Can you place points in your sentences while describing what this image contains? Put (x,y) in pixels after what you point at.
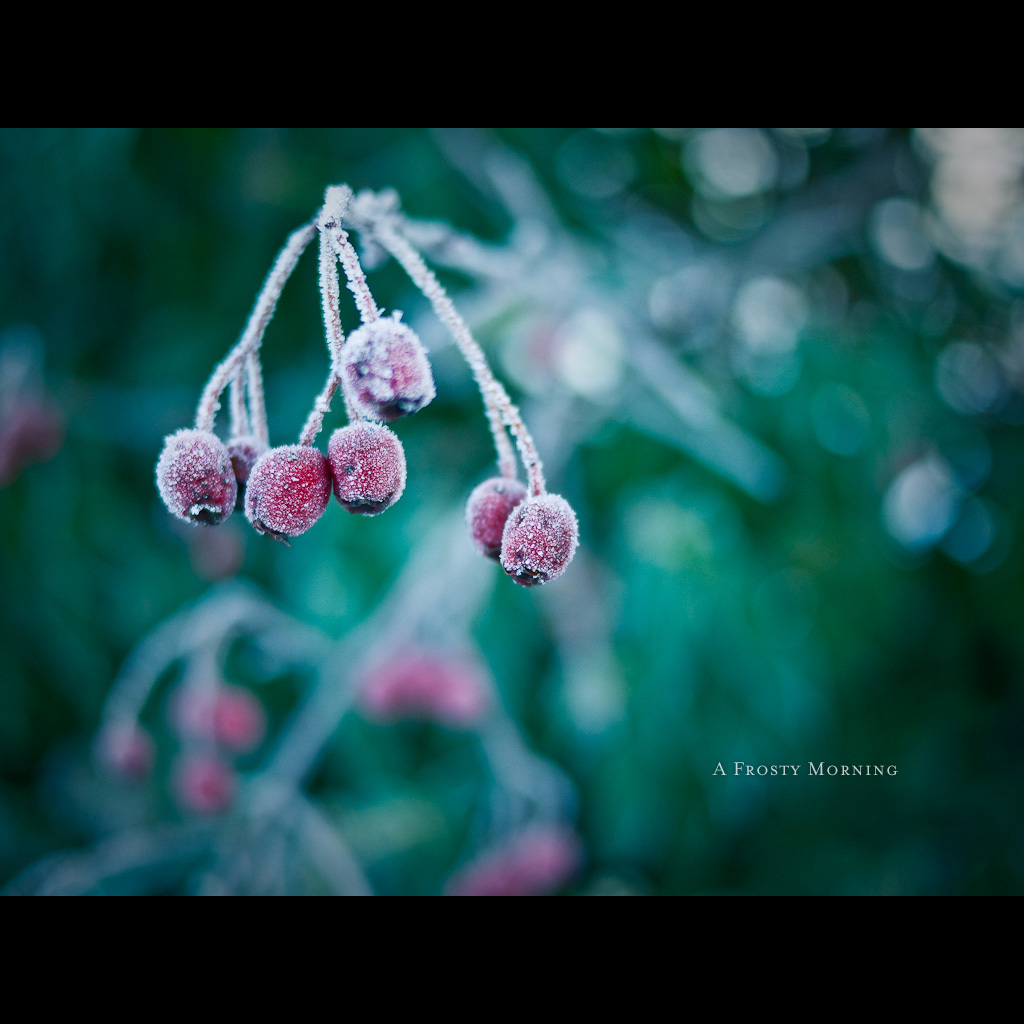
In this image we can see fruits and frosted stem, in the background (282,553) it is blurred.
